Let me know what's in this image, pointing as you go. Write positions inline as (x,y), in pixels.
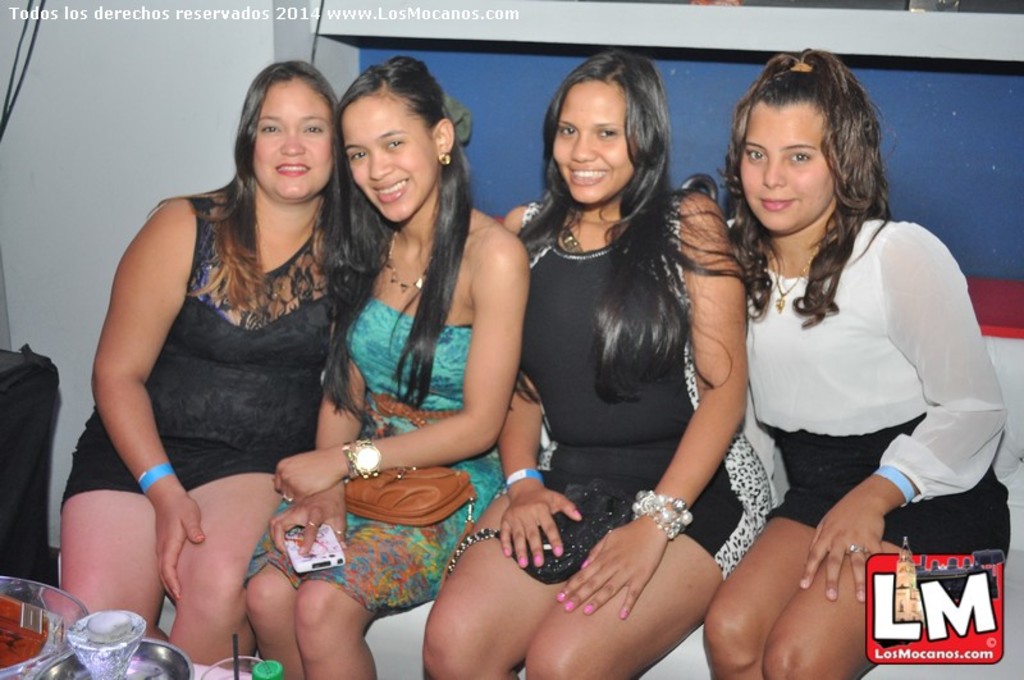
In this image I can see four people (400,336). On the left side (87,647) I can see some objects (150,643) on the table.
